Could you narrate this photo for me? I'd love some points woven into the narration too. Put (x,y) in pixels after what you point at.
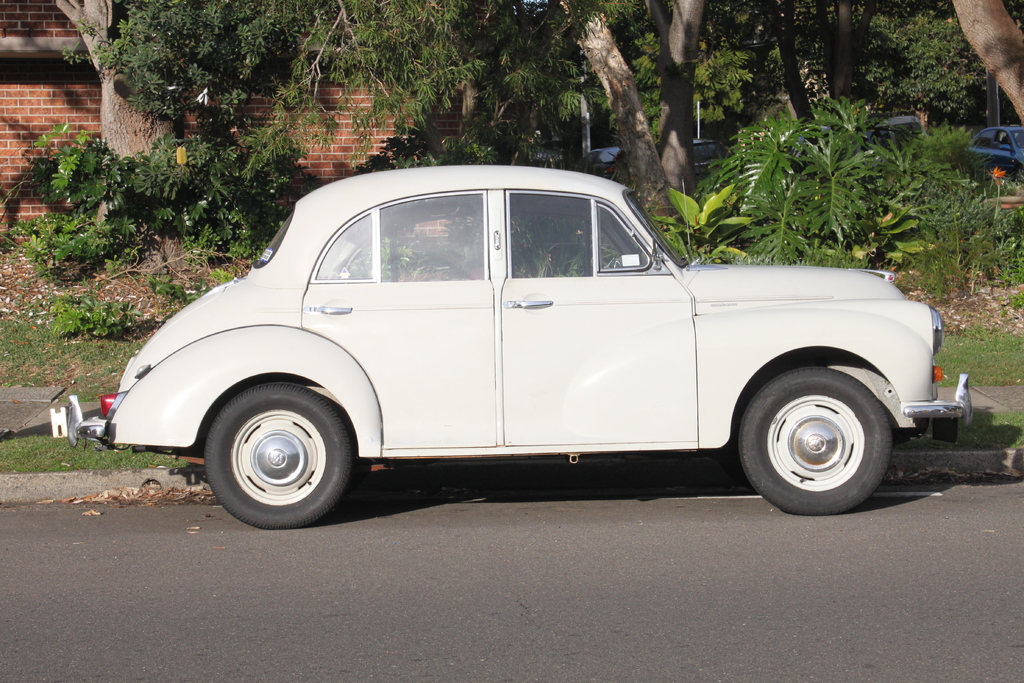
In the center of the image (554,330) there is a car (466,425) on the road (639,577). In the background (47,44) we can see trees (1021,37), house (16,60) and vehicles (554,149).
